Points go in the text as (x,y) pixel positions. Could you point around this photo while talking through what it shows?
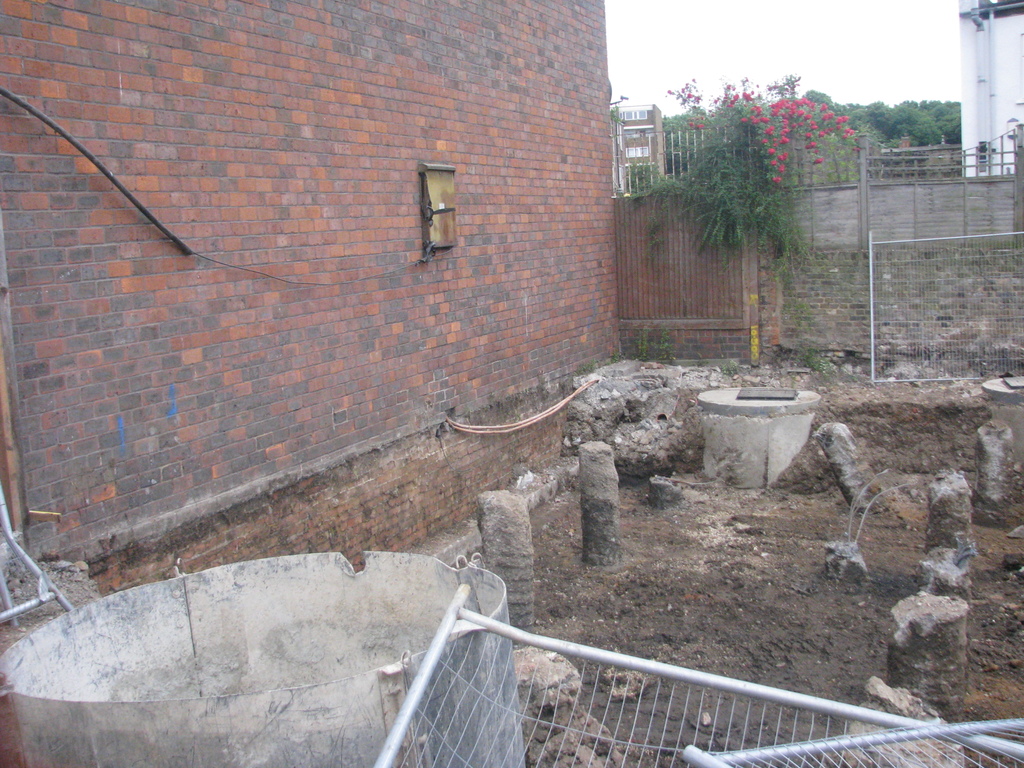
In this image we can see some buildings (418,376). We can also some pipes (488,432), plants (732,199) with flowers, some containers (773,421), stones (610,539) and a fence (951,243). On the backside (881,123) we can see a group of trees (907,133) and the sky (913,63) which looks cloudy. On the bottom of the image (633,691) we can see a metal grill (549,729).
